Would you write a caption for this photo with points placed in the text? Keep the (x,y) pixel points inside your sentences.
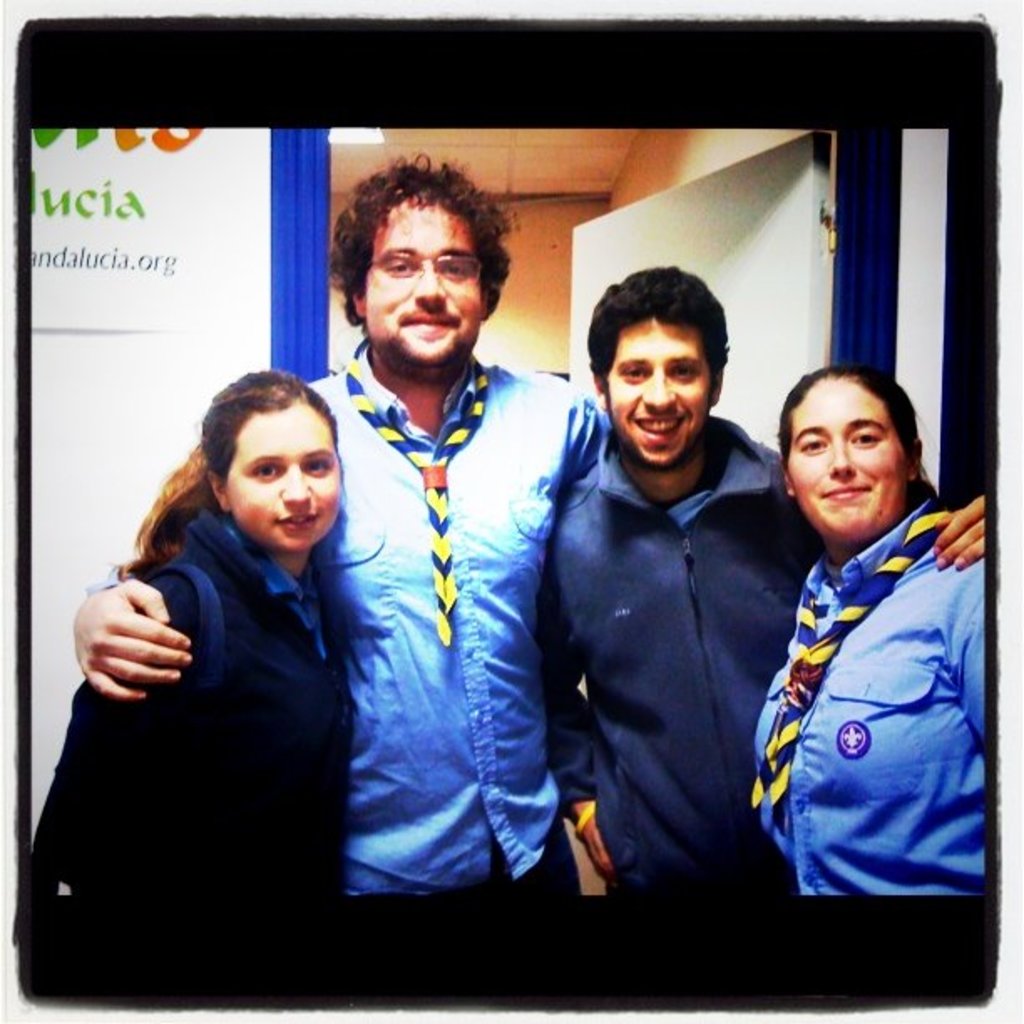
In the picture we can see a photograph of four people (667,584) standing together and smiling and behind them we can see a wall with a board (100,277) and written something on it and beside it we can see the entrance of another room (359,160) with a door (763,258).
